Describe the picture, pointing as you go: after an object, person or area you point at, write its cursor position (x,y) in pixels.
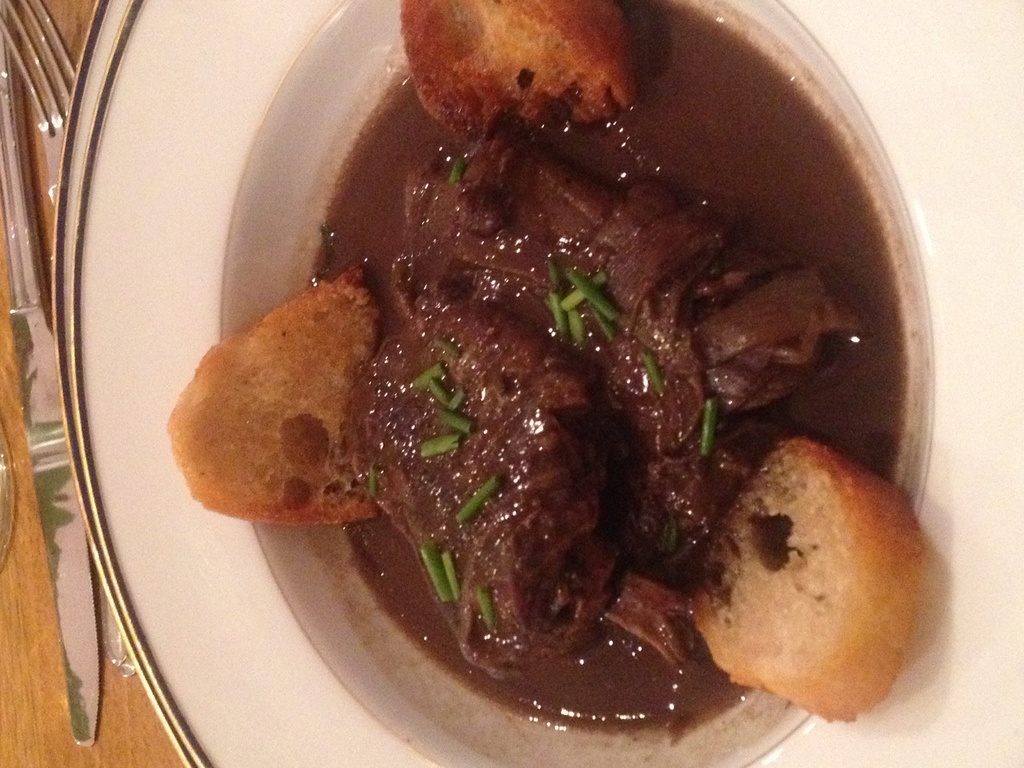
In the image there is some cooked food item (507,262) served in a plate (252,63), beside that there is a fork (42,110).
